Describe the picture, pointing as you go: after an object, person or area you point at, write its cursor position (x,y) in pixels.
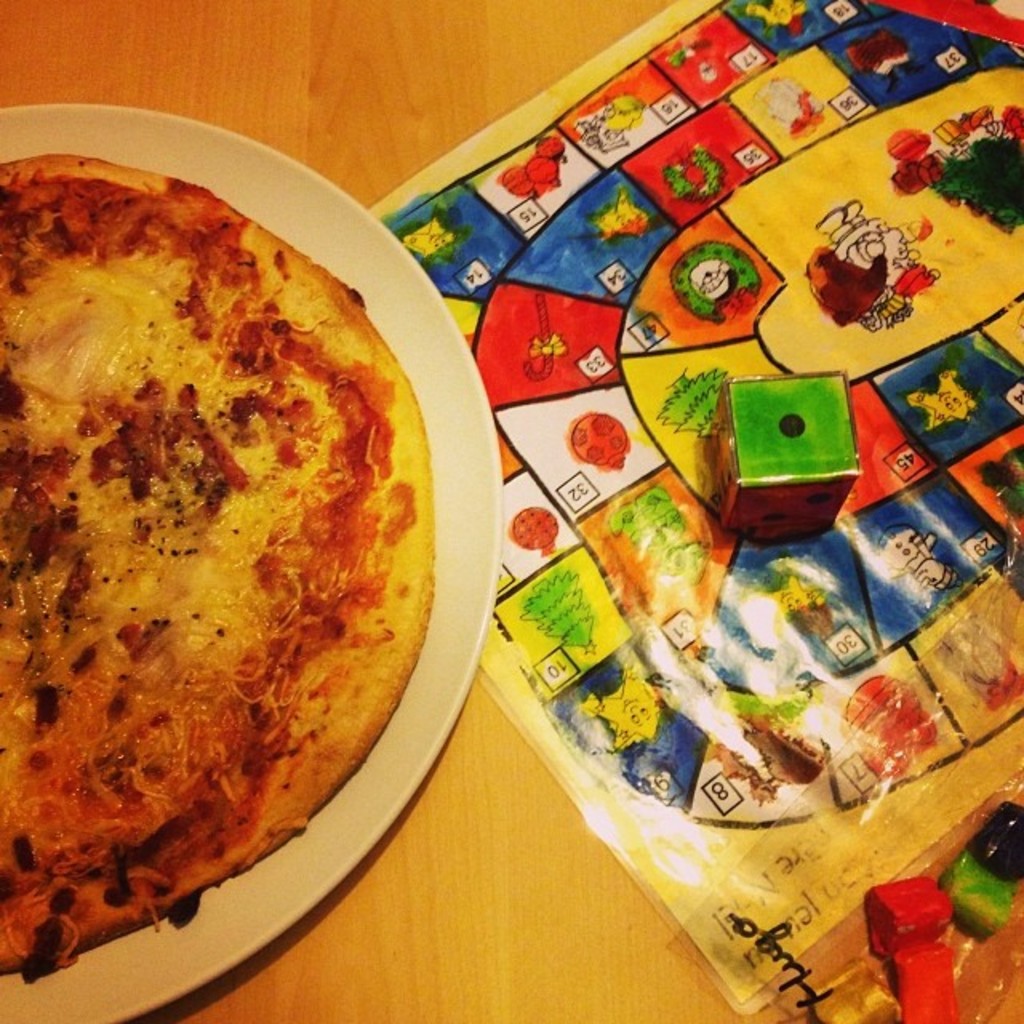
In the image we can see wooden surface (376,112), on it there is a plate (445,361) white in color. On the plate (435,398) we can see food item (176,494). This is a dice (780,450) and a game sheet (706,775).
